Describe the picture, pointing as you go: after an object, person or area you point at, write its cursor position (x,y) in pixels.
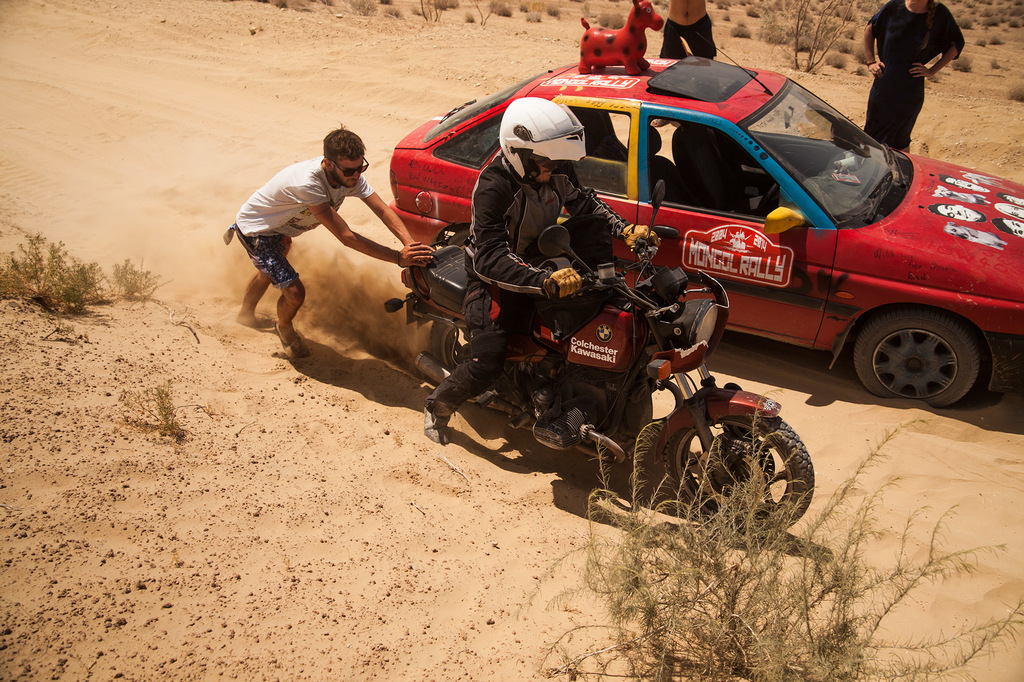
A Man (520,283) is trying to ride a motorcycle (526,334), Another man (270,219) is pushing the bike (450,278) from behind. There is red color car (477,142) beside the bike (686,273). There are two people (892,73) standing beside the car (680,93).
